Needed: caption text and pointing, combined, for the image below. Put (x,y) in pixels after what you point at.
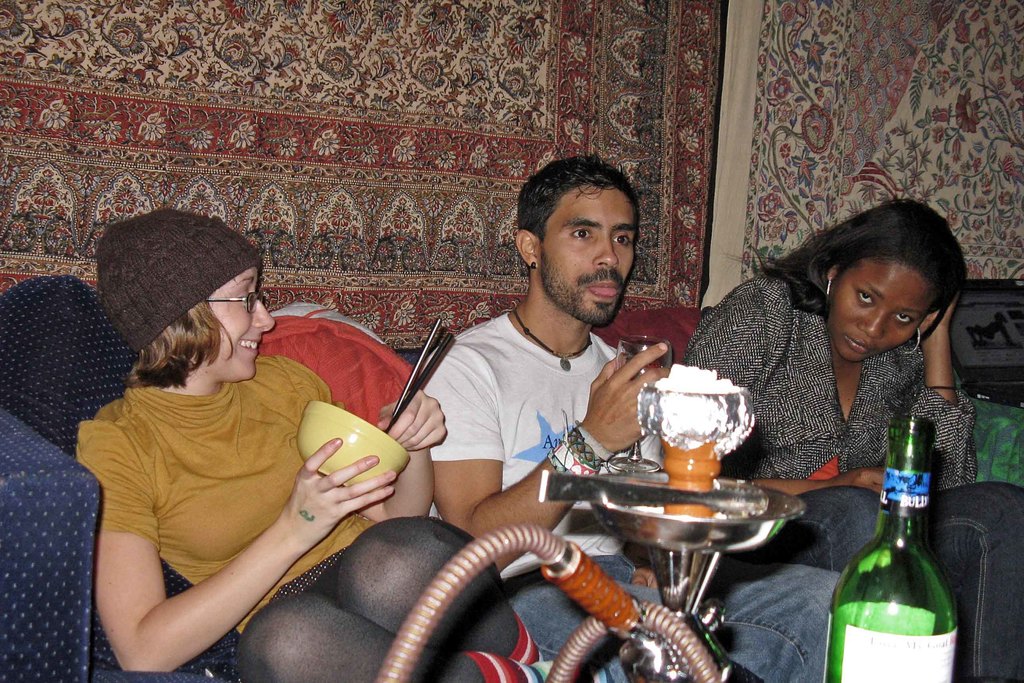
In this picture, we see three people (595,542) sitting on sofa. Woman (298,381) in yellow t-shirt (244,446) is holding bowl (313,447) in her hand (338,487), man (471,411) in white t-shirt (547,379) is holding glass (664,360) in his hand (591,407). In front of them, we see hookah pot (679,560) and green color alcohol bottle (892,582). Behind them, we see a colorful sheet (358,95).
